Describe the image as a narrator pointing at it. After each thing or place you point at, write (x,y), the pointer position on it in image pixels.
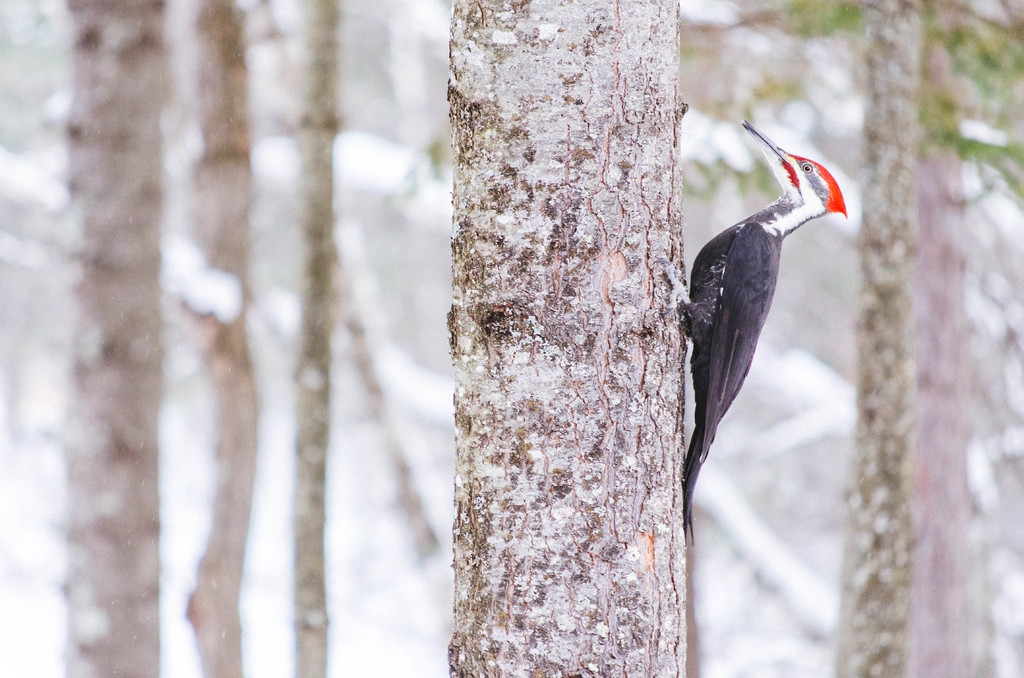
This is a bird (759,284), these are trees (954,208).
